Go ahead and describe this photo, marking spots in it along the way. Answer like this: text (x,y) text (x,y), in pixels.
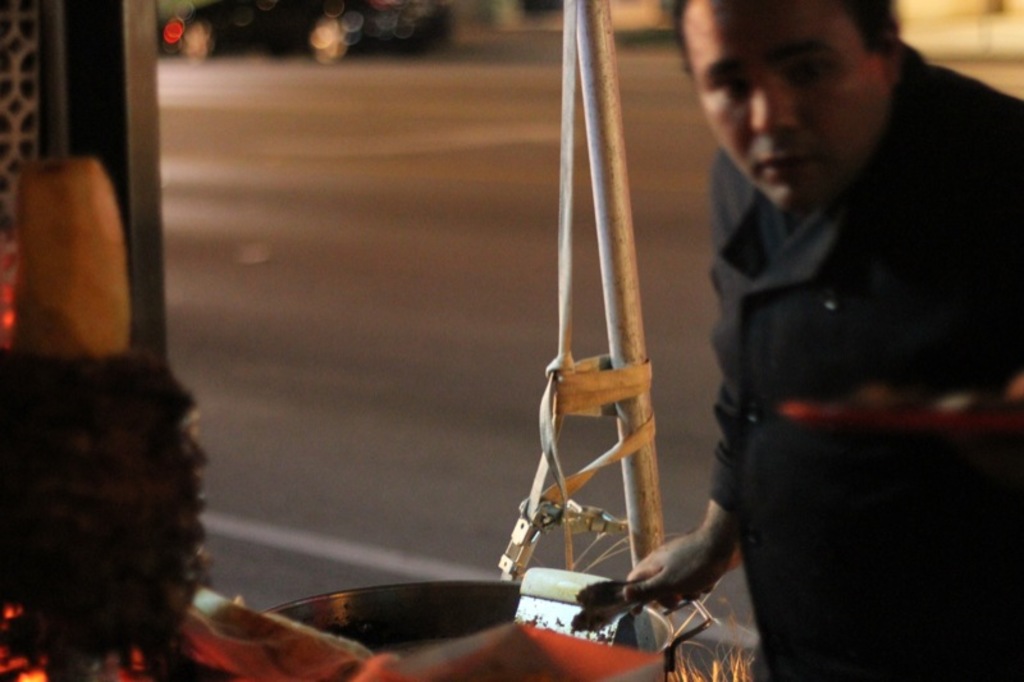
In this image we can see a person (791,478) holding an object (584,606), in front of him there is an other object (415,635) placed on a table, behind him there is a road (502,229).
